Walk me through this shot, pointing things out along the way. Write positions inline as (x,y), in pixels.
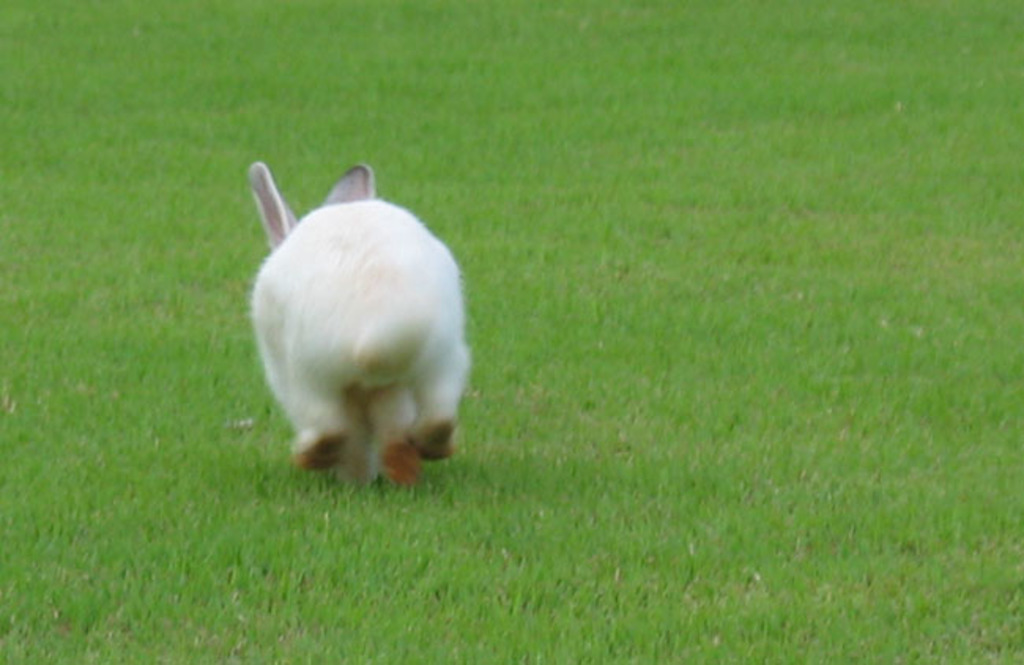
In the picture I can see a white color rabbit (349,321). In the background (464,164) I can see the grass (474,183).
